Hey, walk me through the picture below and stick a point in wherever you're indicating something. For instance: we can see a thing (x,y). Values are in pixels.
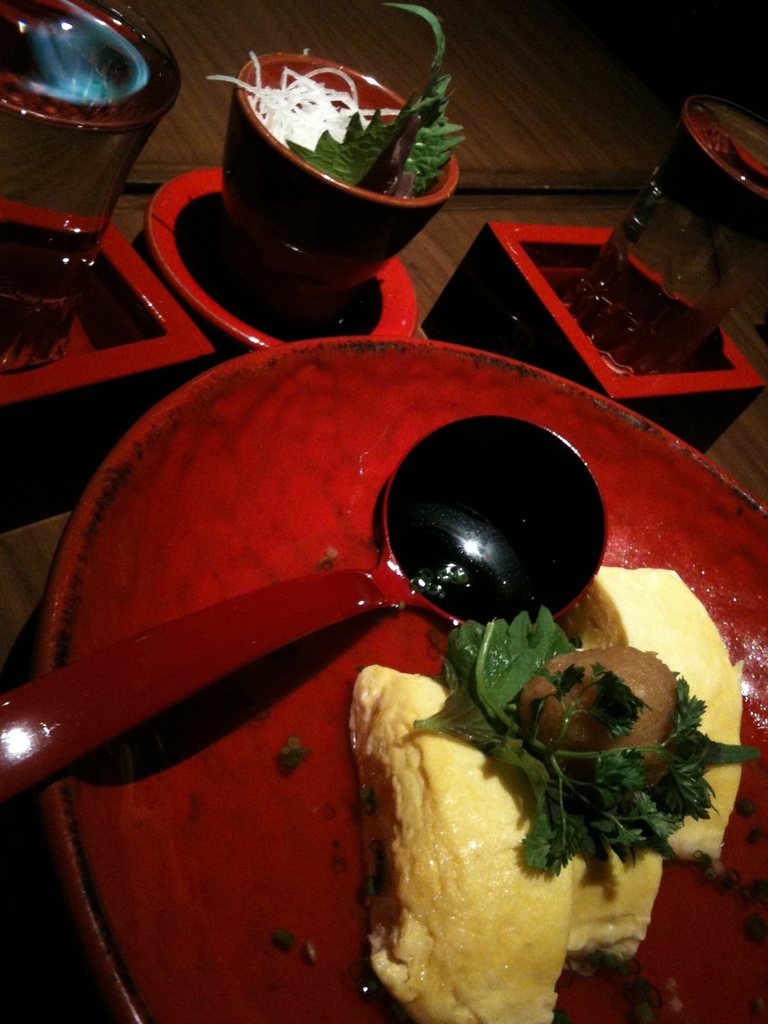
In this image I can see a spoon (238,615), food items (430,866) in a red color plate (391,862), cups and other objects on a surface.
